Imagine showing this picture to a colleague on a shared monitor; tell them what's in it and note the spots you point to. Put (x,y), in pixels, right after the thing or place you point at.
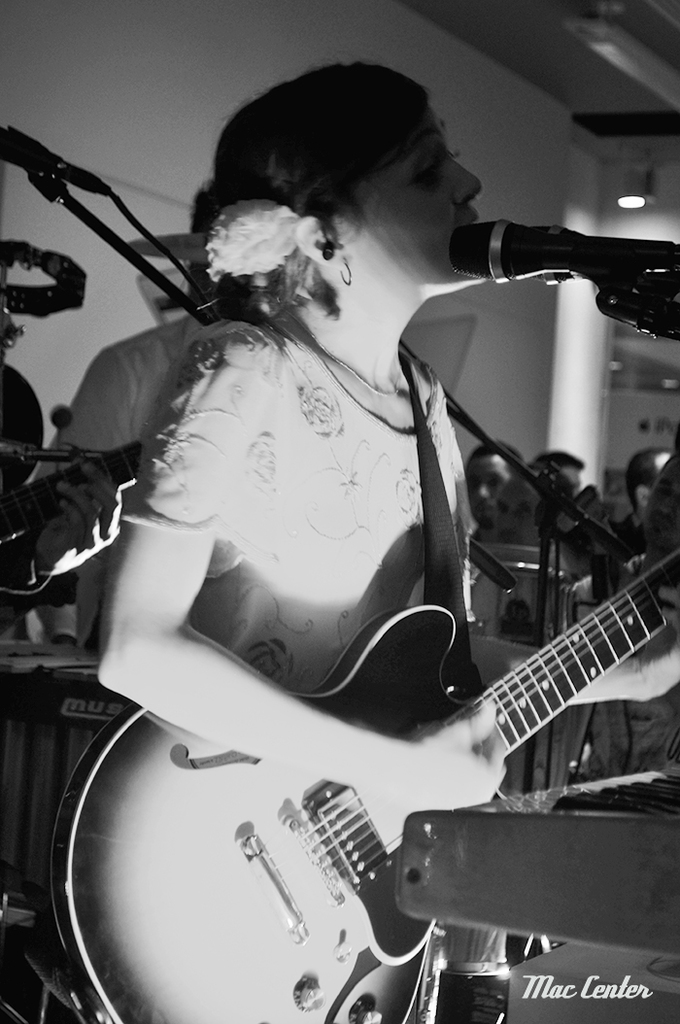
a person (343,480) is standing, playing guitar (233,905). in front of her there is a microphone (676,265). behind her there is a person (119,420) playing guitar (21,515) and another person (122,390) standing. behind them people (638,487) are sitting. at the back (666,357) there is a white background (132,108).
